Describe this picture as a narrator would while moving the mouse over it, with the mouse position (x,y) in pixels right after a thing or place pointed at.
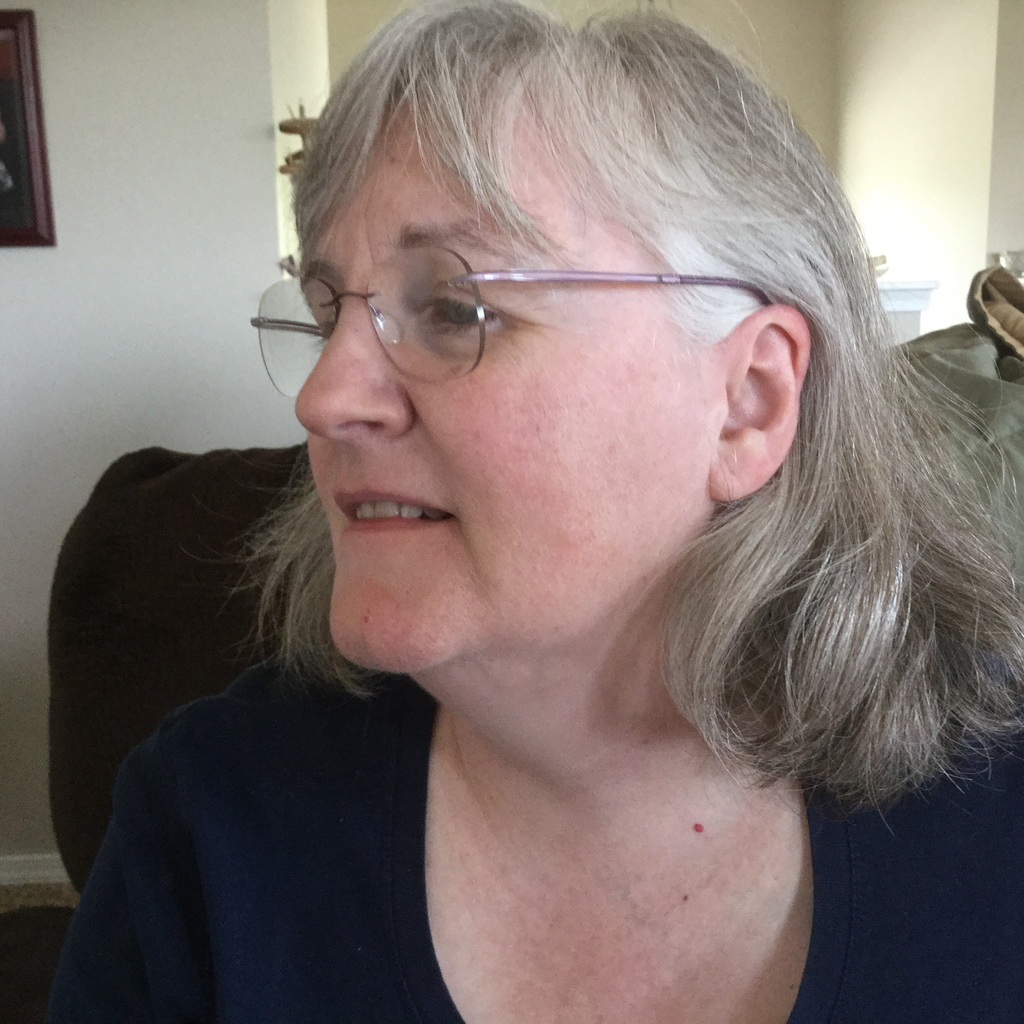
This picture shows a woman (362,758) seated on the chair (73,884) and we see spectacles (414,369) on her face (436,394) and we see a photo frame (17,29) on the wall (198,254).
